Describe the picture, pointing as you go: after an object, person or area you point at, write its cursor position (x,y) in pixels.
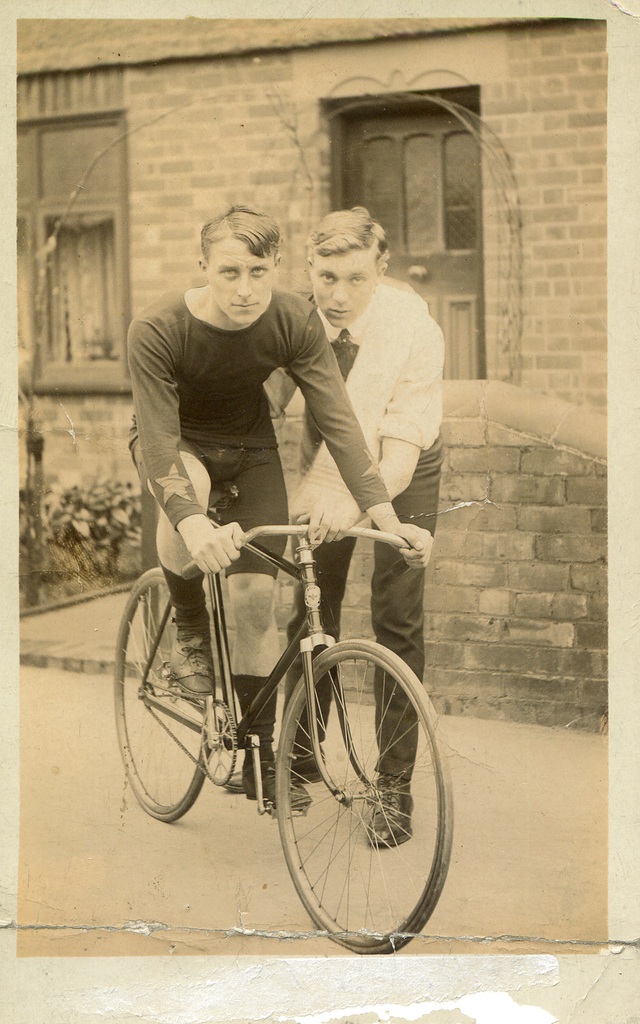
In this image we can see a two person (328,528). One person (228,364) is riding a bicycle (306,680). At the background (201,111) there is a building (182,106).
